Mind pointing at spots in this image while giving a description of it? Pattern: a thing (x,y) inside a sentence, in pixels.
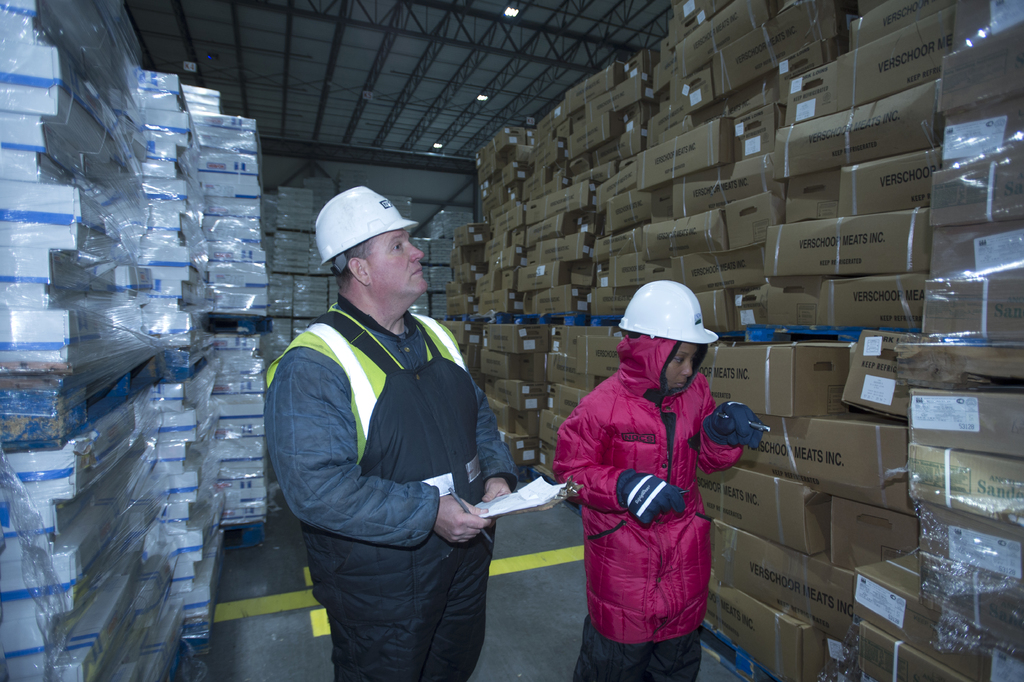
In front of the picture, we see a man (442,430) and the women (613,480) are standing. Both of them are wearing the white helmets (678,298). We see the man (404,308) is holding a paper (523,506) and a pen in his hands (489,519). On the right side (843,175), we see many carton boxes (758,371). On the left side (130,249), we see the boxes (27,347) in white and blue color. In the background (317,301), we see white color boxes (439,295). At the top (355,92), we see the roof (321,40) of the shed (306,72). This picture might be clicked in the storage godown (347,163).
